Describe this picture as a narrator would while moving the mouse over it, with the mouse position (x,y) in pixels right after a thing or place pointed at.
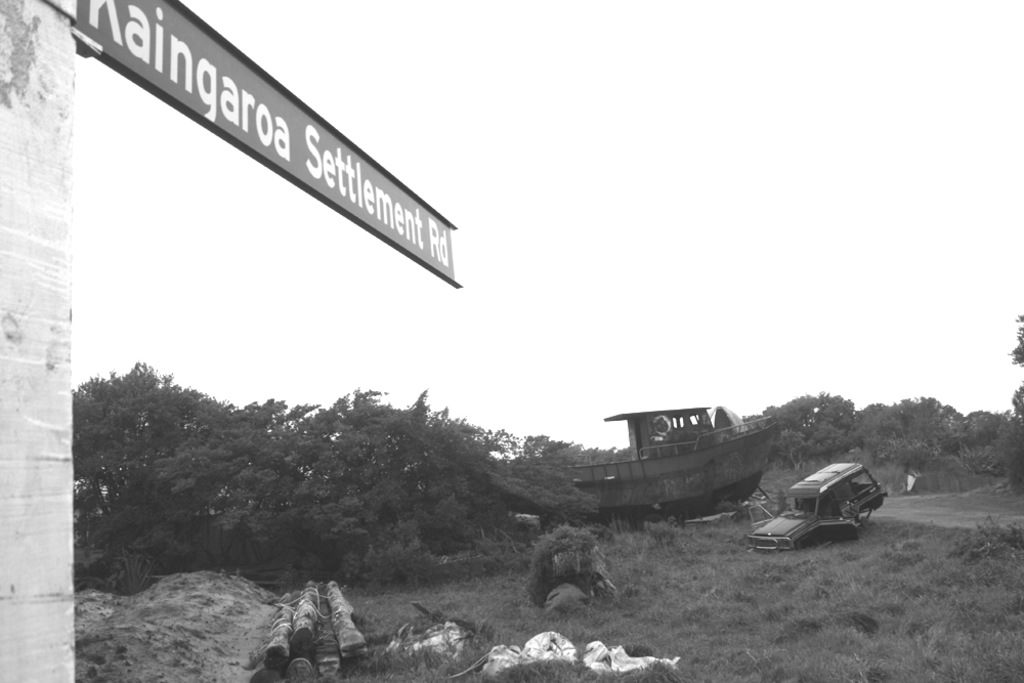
In this picture there are trees (139,488), bamboos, and wrappers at the bottom side of the image (391,496) and there is a boat (737,463) and a jeep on the right side of the image (709,469), there is a sign board (104,29) in the top left side of the image (157,77).
